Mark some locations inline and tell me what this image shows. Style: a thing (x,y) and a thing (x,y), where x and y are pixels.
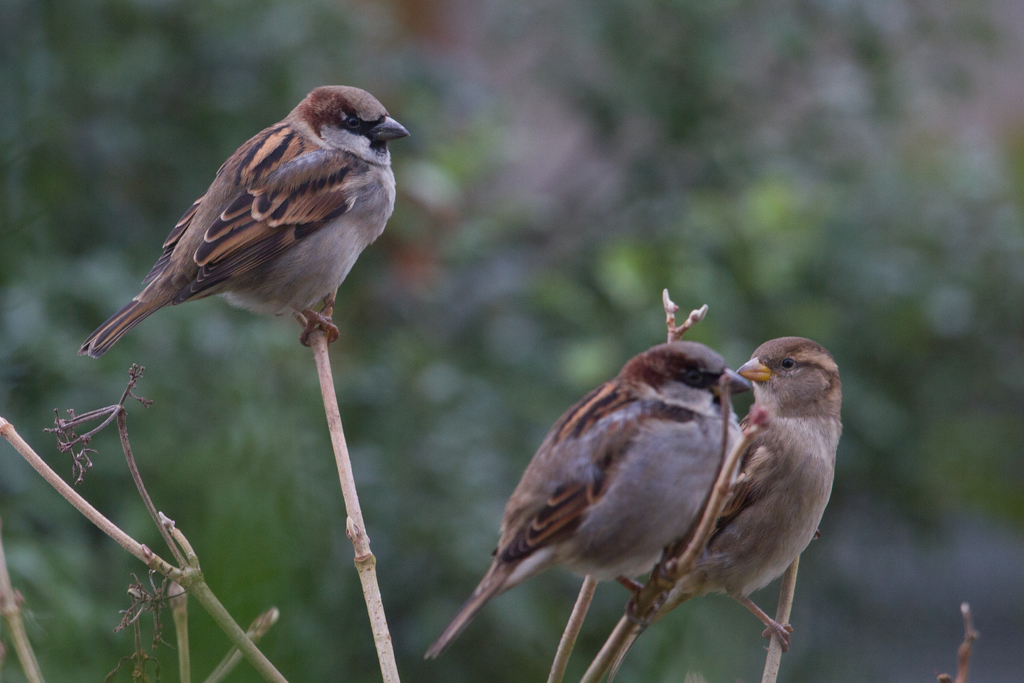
In the foreground of the picture there are sparrows (275,229) sitting on the stems (345,470). The background (442,532) is blurred. In the background (885,268) there is greenery (455,302).
